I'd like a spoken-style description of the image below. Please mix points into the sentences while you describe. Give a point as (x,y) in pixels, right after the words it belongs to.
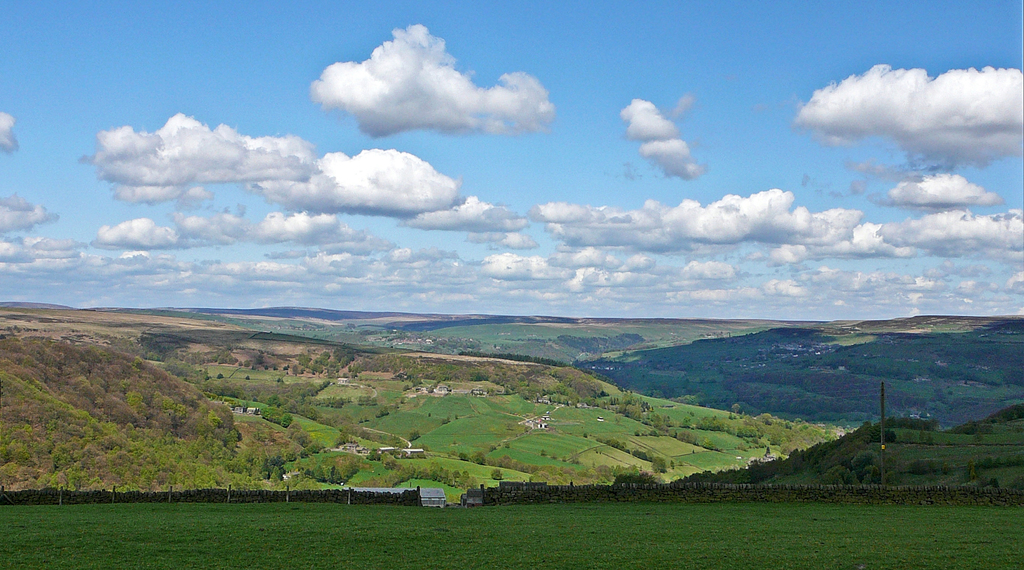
In this image we can see sky (437,185) with clouds (759,224), hills (462,343), trees (562,390), buildings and ground (756,503).
